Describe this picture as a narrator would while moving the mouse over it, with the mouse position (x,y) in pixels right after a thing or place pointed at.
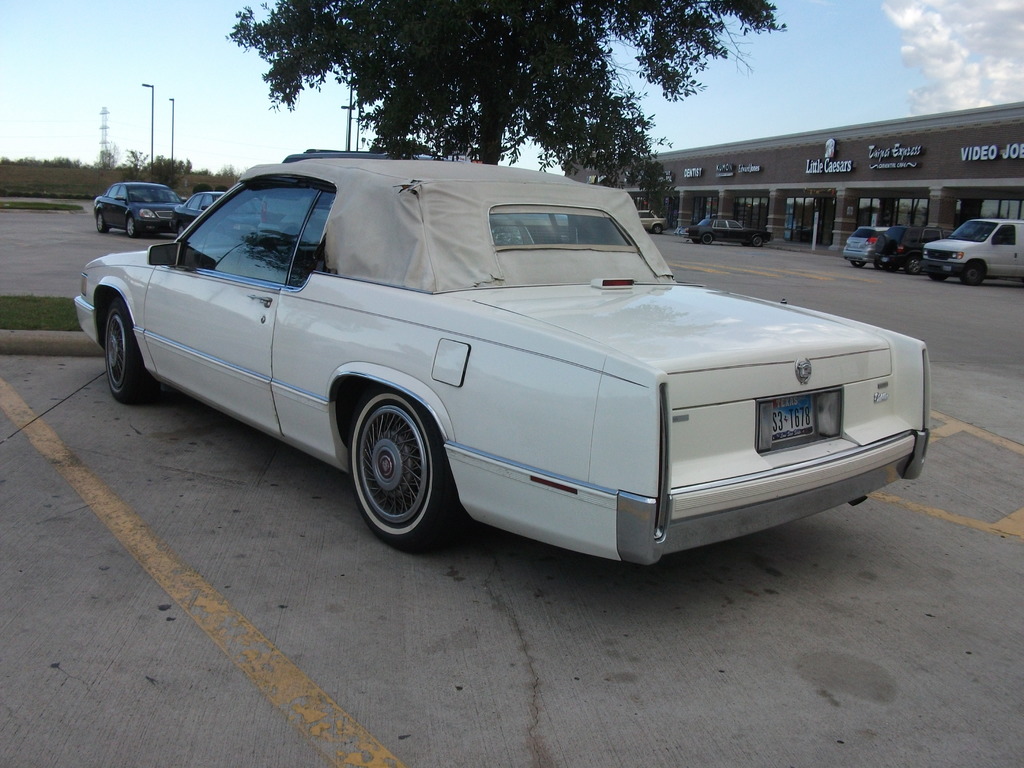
In this picture I can see there is a car (759,407) parked here and there are many other cars (294,158) parked here and there is a tree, there are poles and tower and there are plants (179,168) and on to right (731,195) there is a building (832,195) here and the sky (138,39) is clear.
